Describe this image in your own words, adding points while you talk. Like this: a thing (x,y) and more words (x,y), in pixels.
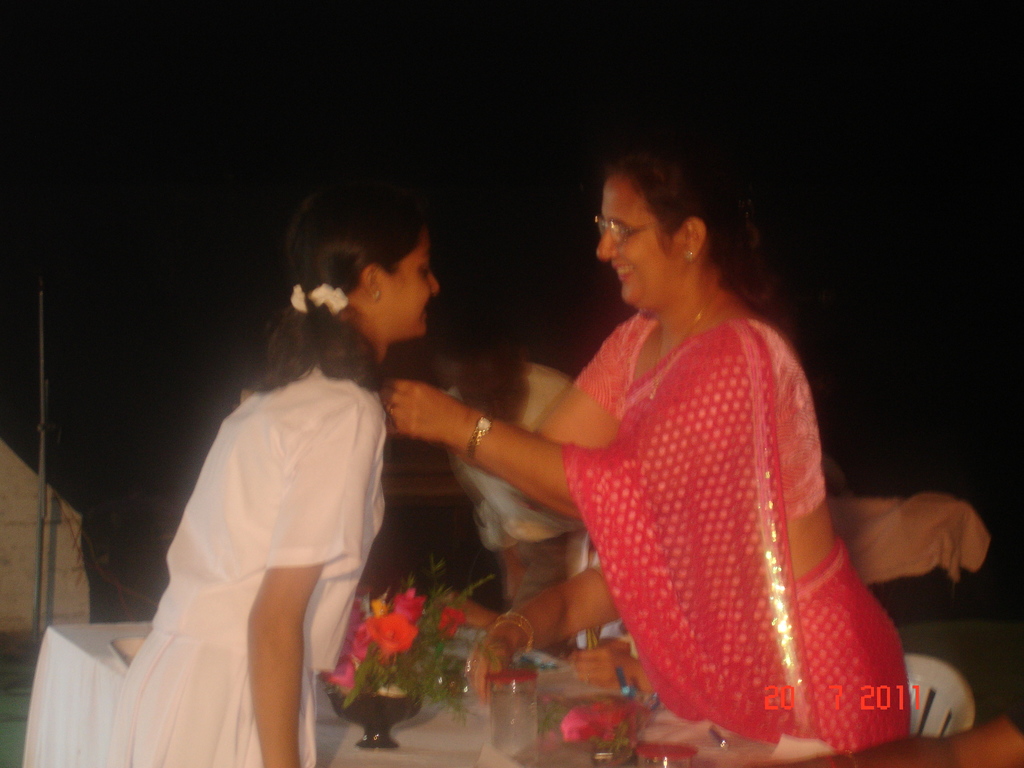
This image consists of a woman (665,524) and a girl (283,573). The woman (680,648) is wearing a saree (773,593). On the left (224,433), the girl (290,575) is wearing a white dress (310,714). In the middle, we can see a table (465,765) on which we can see a flower vase (375,691) and a glass of water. On the right (938,717), we can see a chair (940,705). The background (878,237) is too dark.
